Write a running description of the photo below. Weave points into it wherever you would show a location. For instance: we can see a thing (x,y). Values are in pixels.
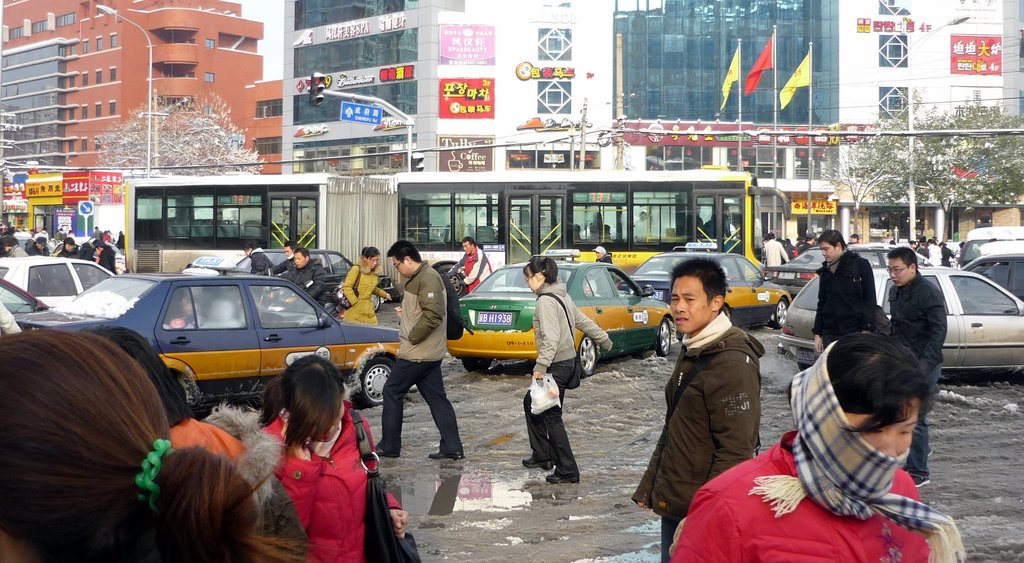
In this image we can see some persons (562,353) walking and some are crossing the road (500,436), we can see some vehicles (261,335) moving on road (240,398) and in the background of the image (1000,192) there are some trees (987,183), traffic signals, electric poles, some buildings (421,115) and we can see some flags (805,79).
